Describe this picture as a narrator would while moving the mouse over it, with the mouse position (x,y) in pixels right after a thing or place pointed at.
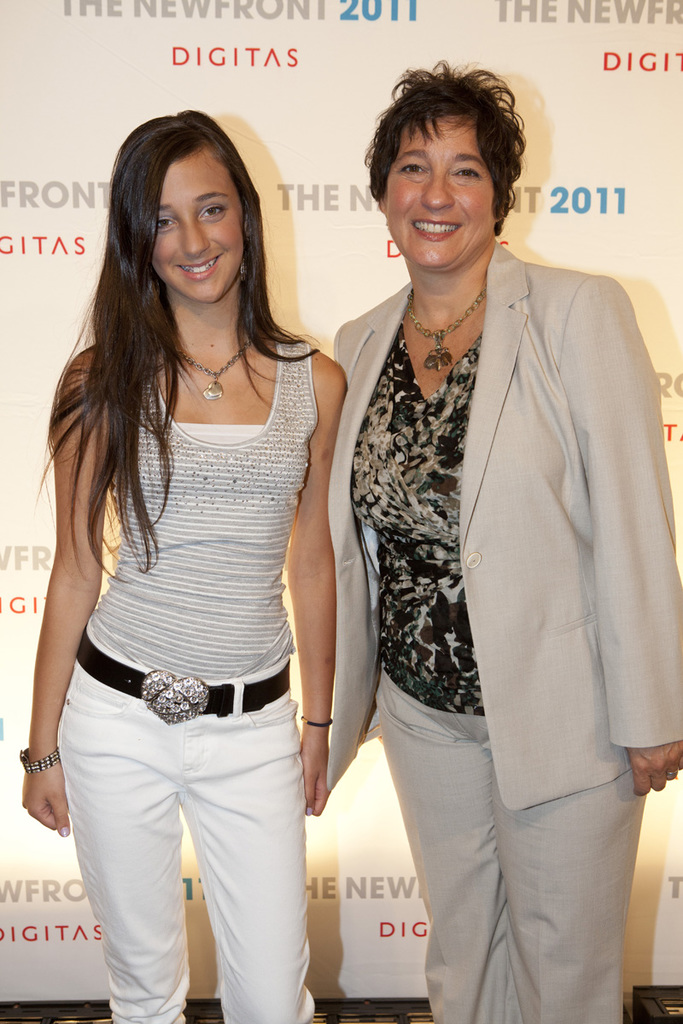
In this image, we can see two women (421,580) standing, in the background (206,42), we can see a poster (349,174), there are some brand names (3,198) on the poster (297,289).
